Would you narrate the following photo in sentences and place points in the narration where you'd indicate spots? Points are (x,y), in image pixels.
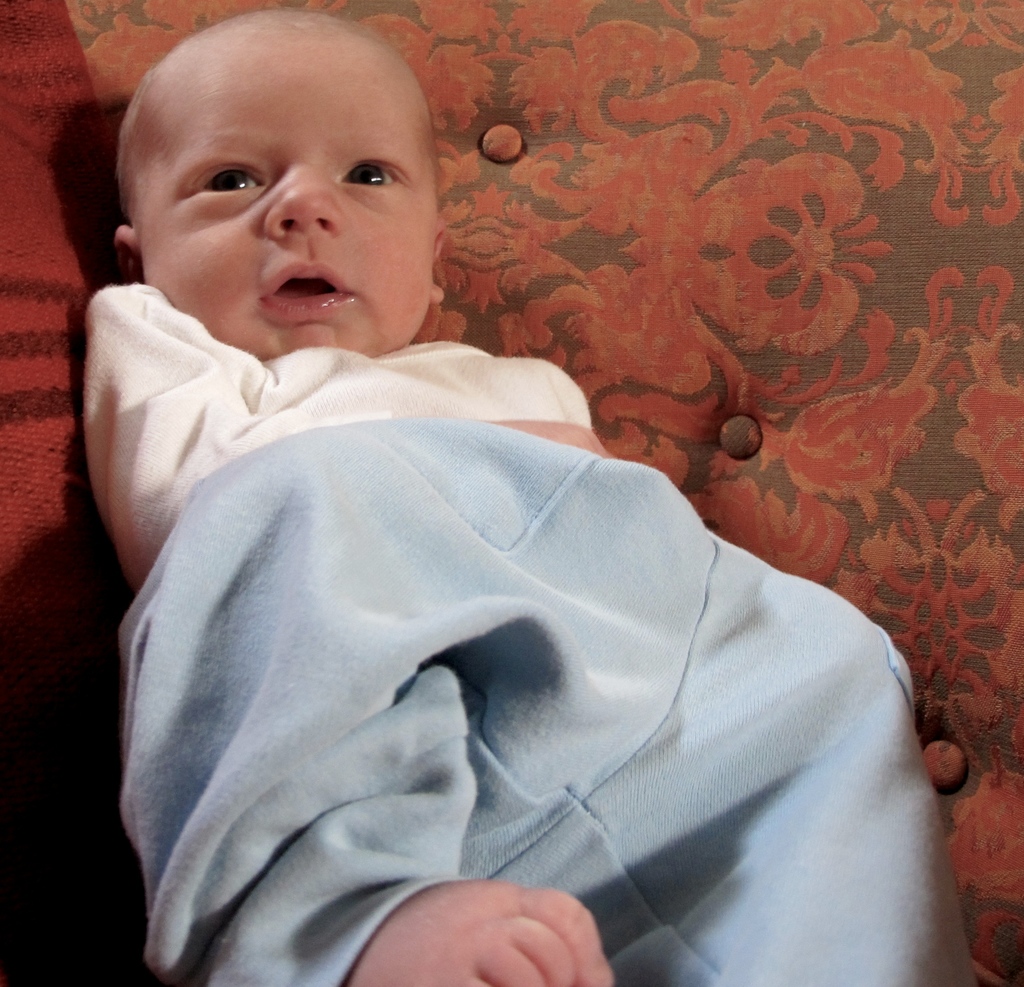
In this I can see a baby (690,613), this baby (416,471) wore white color t-shirt (273,416).
